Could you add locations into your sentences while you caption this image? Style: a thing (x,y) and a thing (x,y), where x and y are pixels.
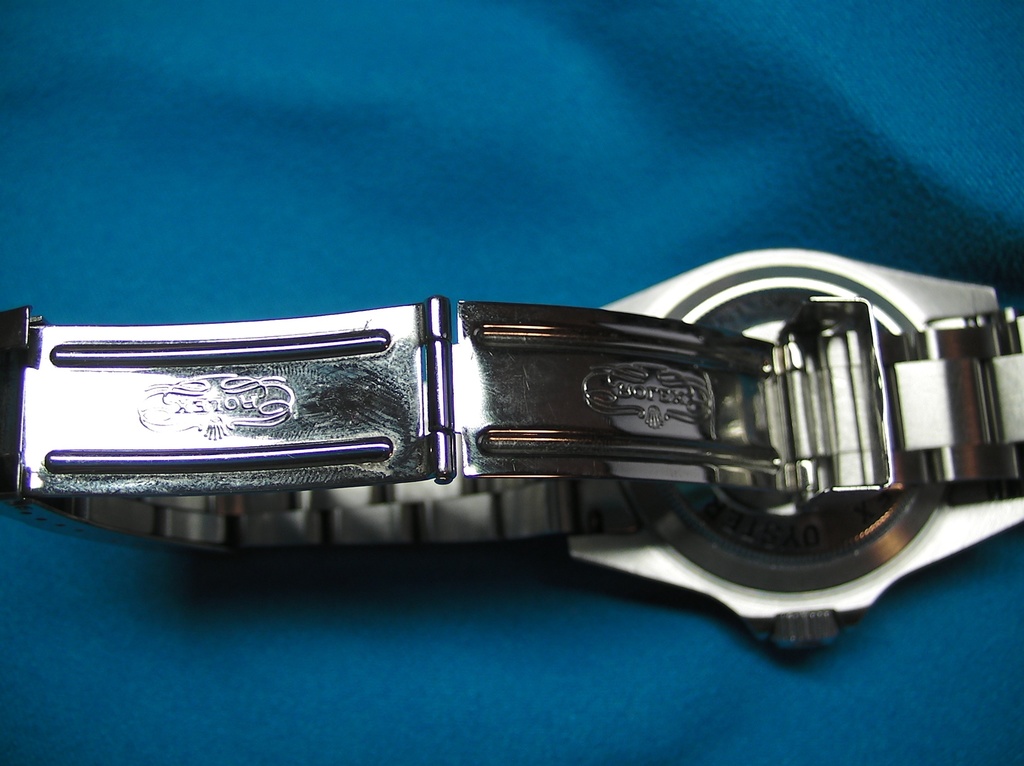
In the picture we can see a blue color cloth (398,687) on it we can see a wrist watch (128,427) which is steel (507,446) made.
